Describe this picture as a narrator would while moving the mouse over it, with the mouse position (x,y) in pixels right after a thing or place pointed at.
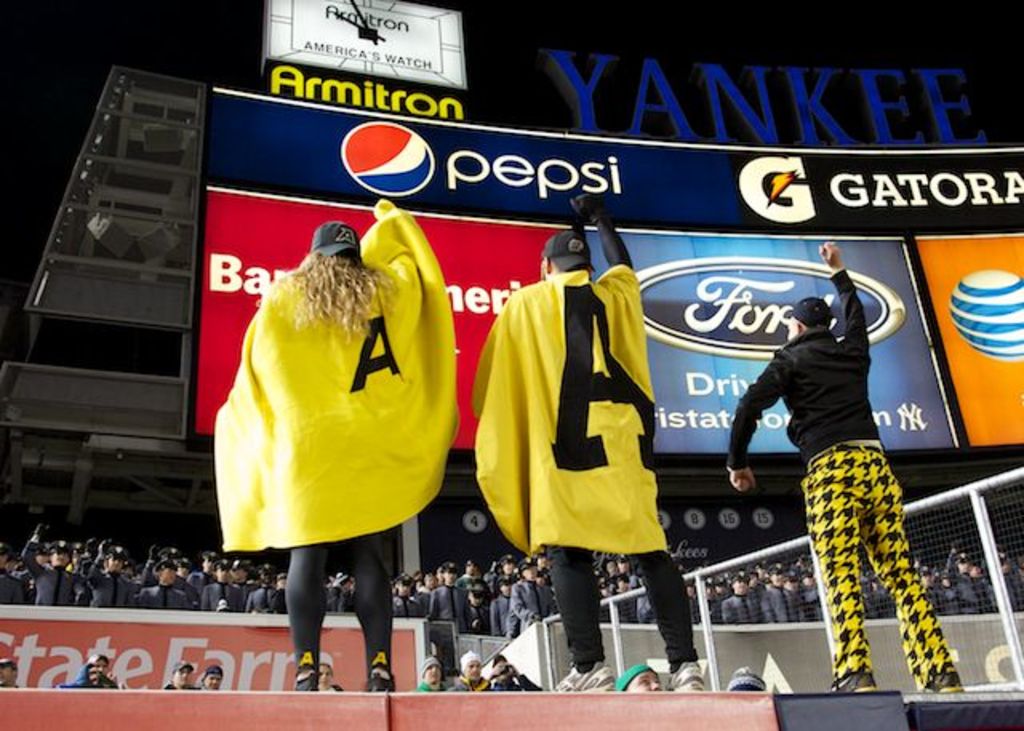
In this image there are three people (843,472) standing and raising their hands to the upwards, in front of them there are so many people (763,605) and there is a railing (1003,626). In the background (254,169) there is a banner (263,178) with some text (889,104) is hanging on the wall (143,148) of the building (133,135) and there is a clock (358,60). The background (20,65) is dark.
